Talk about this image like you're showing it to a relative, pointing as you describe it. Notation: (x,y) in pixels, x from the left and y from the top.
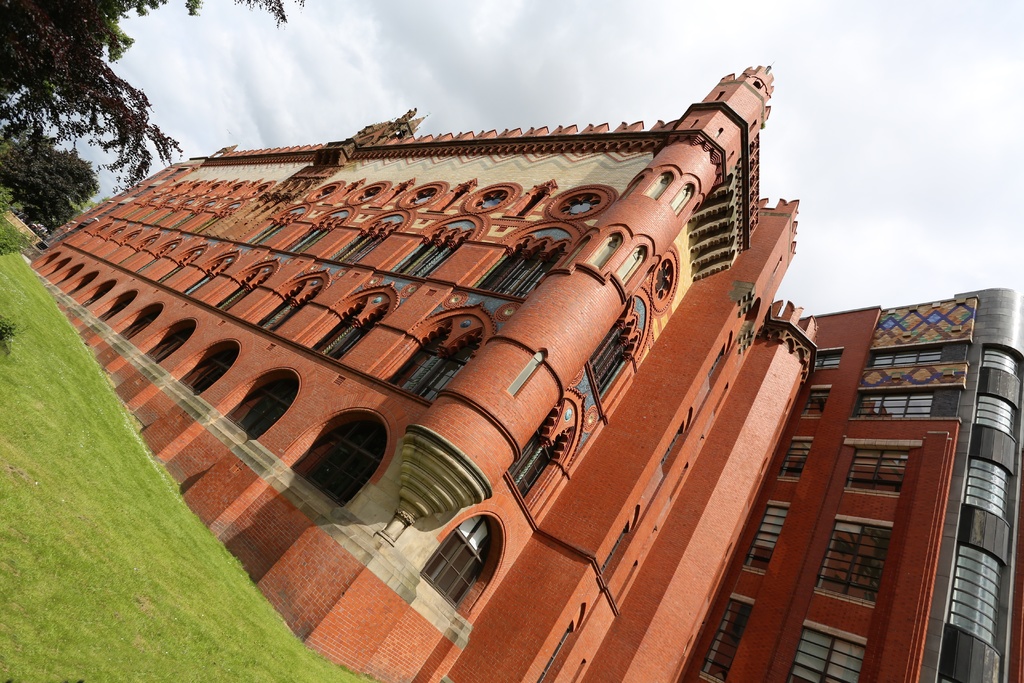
In this picture there is a building (297,213). On the building (242,213) we can see many windows (652,187) and glass (834,565). At the bottom left corner (246,664) we can see grass (151,506). in the background (88,23) we can see many trees (44,106). At the top (625,28) we can see sky (497,58) and clouds (565,27).
